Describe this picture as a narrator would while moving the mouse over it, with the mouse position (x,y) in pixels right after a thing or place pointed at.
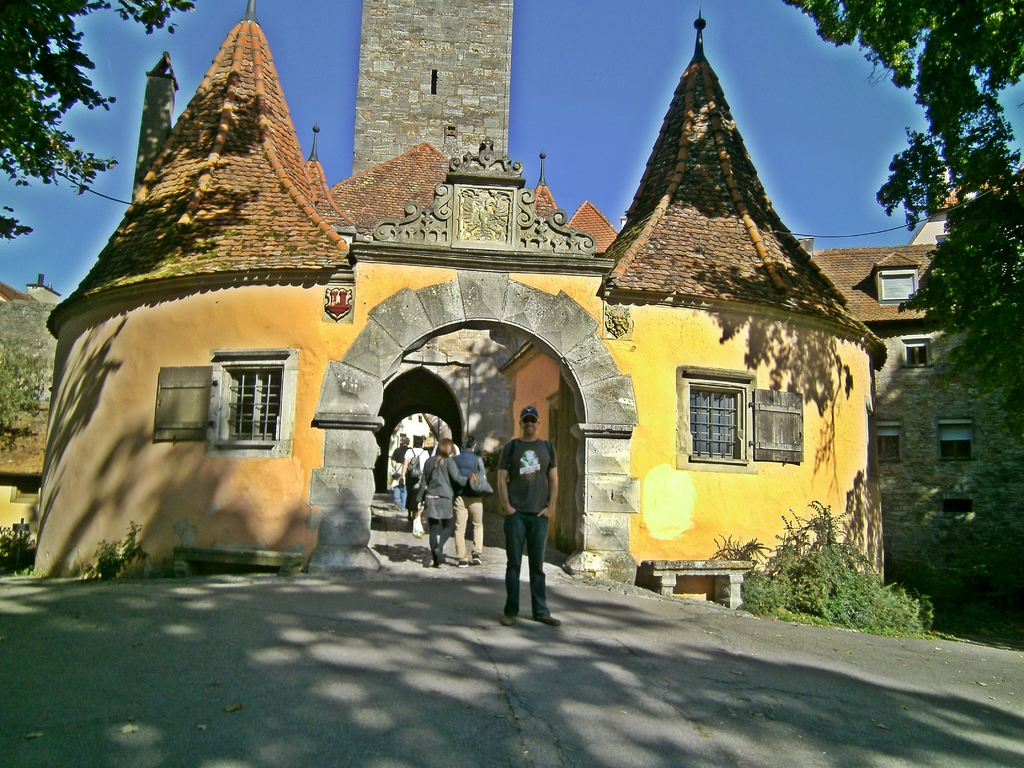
In the center of a picture there is a building (590,451), in the building (488,507) there are people (462,458). In the foreground (528,571) it is road (773,676). On the right (955,192) there are trees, plant (807,577) and buildings (925,240). In the left (24,543) there are plants (29,549), tree (37,371) and buildings (34,294). In the background (441,65) there is a construction (434,99) like a tower (410,87).
